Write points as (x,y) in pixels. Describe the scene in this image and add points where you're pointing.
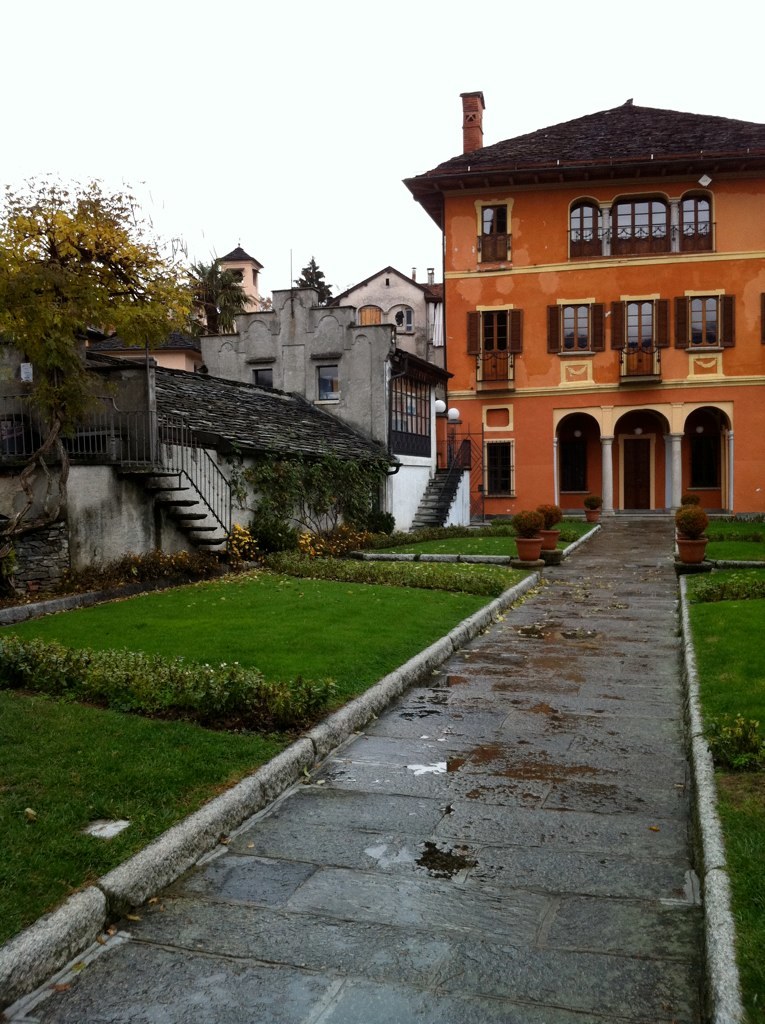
As we can see in the image there is grass (44,757), plants (253,559), stairs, buildings (399,454), tree (161,333) and sky (283,72).
